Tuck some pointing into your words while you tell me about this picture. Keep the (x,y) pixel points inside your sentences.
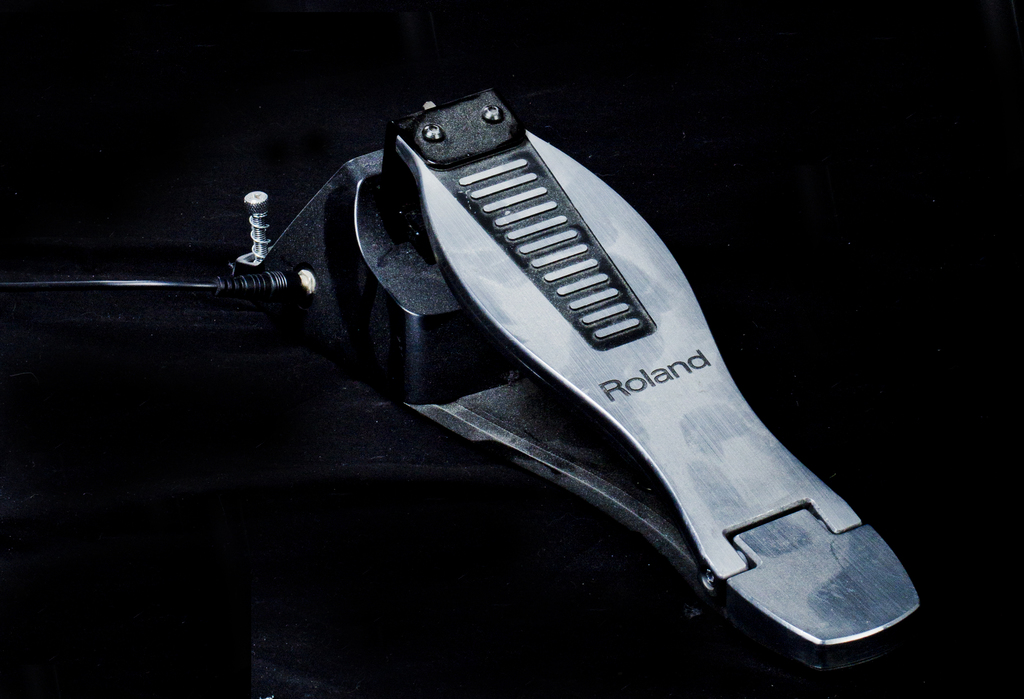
In this image I can see an object (396,301) which is in black and ash color. I can see the black background (67,85).
